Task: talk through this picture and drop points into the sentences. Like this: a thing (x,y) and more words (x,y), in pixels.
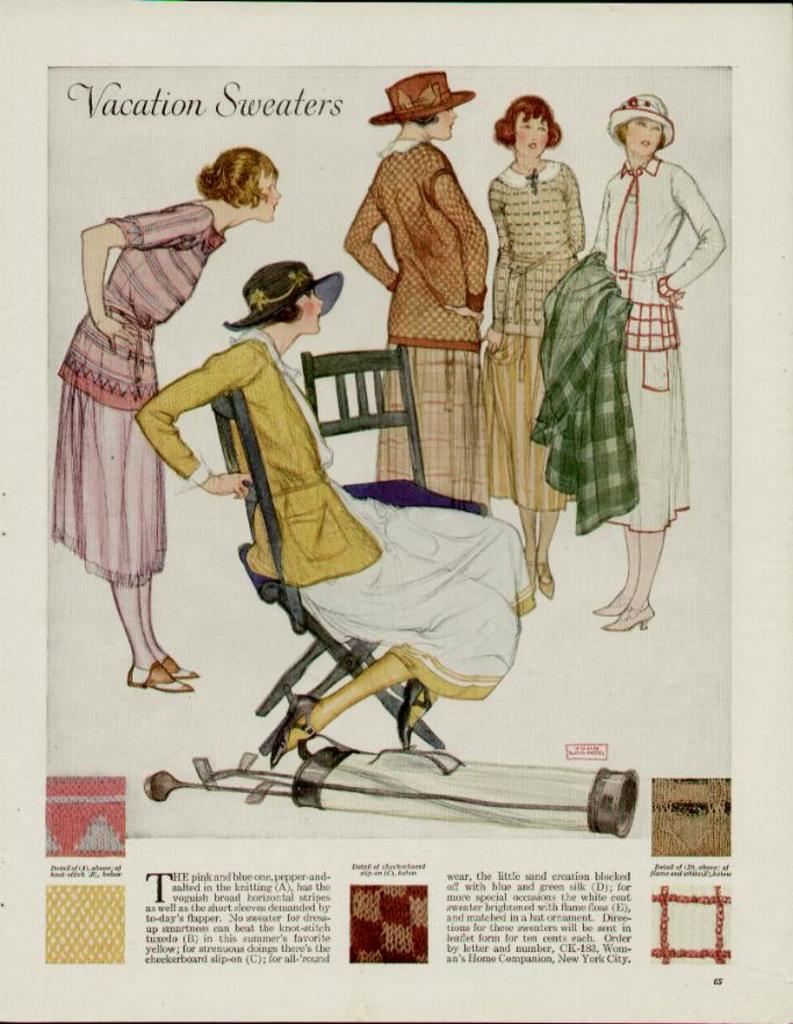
In this image we can see the pictures (528,555) of some people (660,501) standing. We can also see a woman (436,594) sitting on a chair (399,699). We can also see some text (460,891) on this image.
